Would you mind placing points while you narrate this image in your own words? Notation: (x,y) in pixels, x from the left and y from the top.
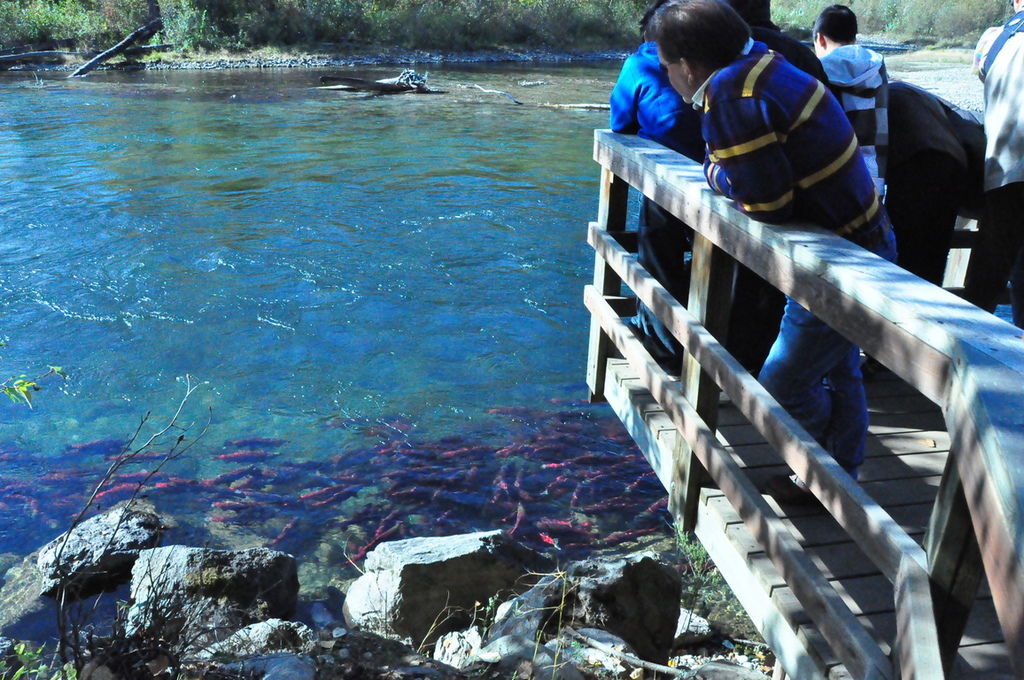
In this image I can see the group of people (839,134) with different color dresses (737,108). I can see these people (737,108) are standing to the side of the fence (652,371). To the side I can see the rocks (426,626) and water (231,224). I can see the fish (277,470) inside the water (287,421). In the background (250,21) I can see many trees (250,21).
